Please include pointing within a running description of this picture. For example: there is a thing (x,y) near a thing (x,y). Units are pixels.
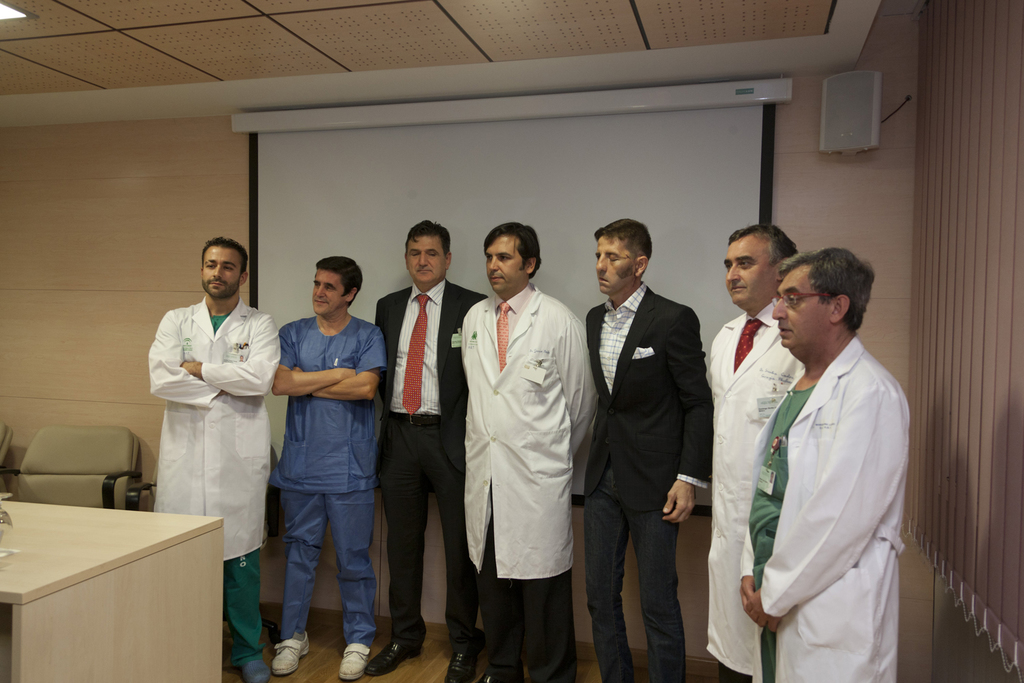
In the middle (562,304) a man (489,300) is standing, he wore a white color coat (519,441), beside him few other people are also standing behind him it's a projector screen (584,170).
